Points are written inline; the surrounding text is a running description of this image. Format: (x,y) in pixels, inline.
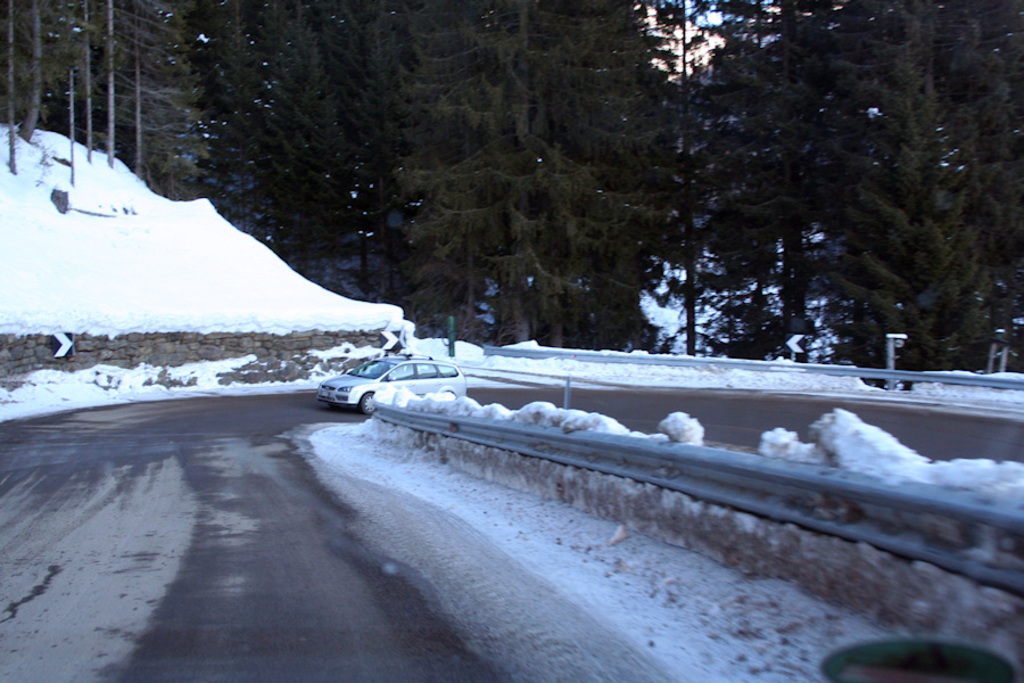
In this image there is a road (161,458) and we can see a car (409,388) on the road (300,493). In the background (317,236) there are trees (729,70), snow (257,285) and sky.
